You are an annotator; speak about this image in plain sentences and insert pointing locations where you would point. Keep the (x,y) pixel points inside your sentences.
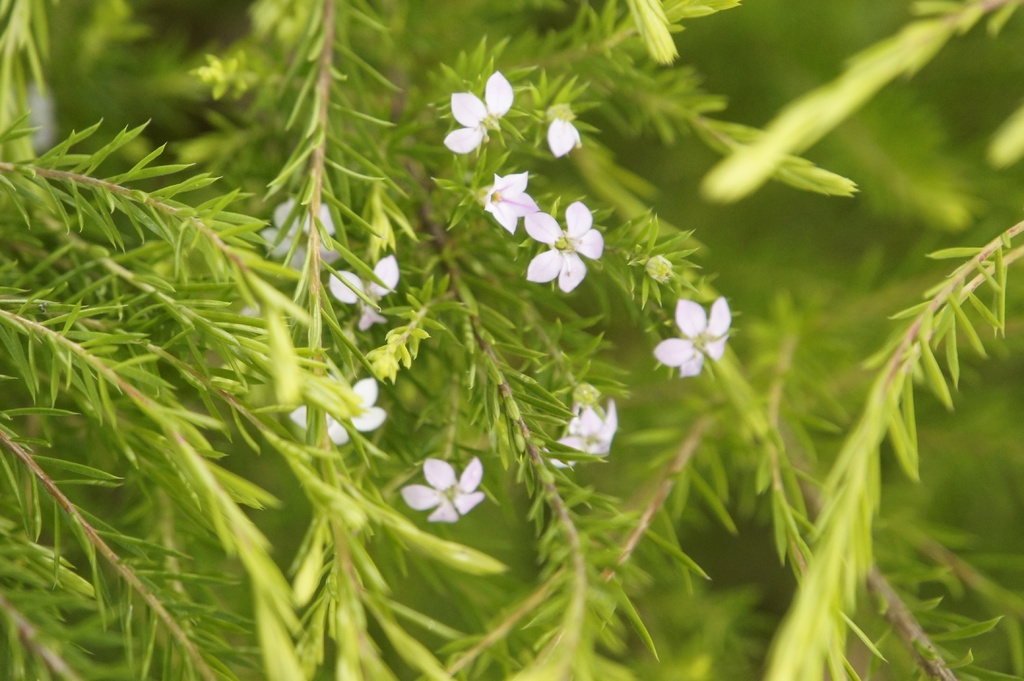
In this image I can see some flowers (527,223) to the plant (379,392). These flowers (567,262) are in white color and the plant (551,438) is in green color.
